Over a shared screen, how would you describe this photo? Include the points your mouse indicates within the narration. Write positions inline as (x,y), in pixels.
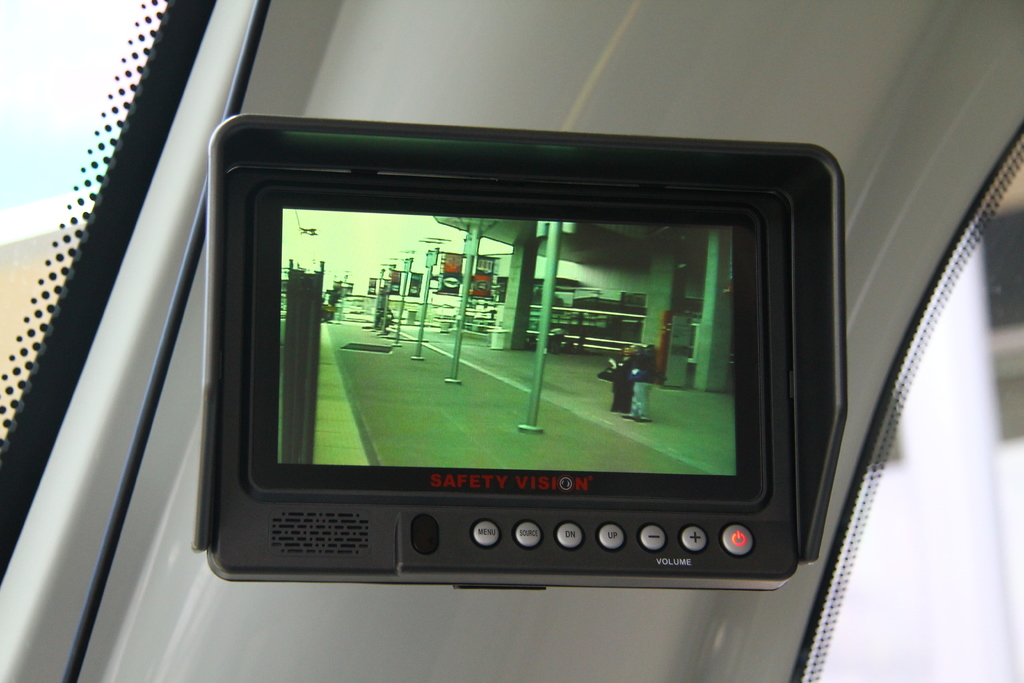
In this image, this looks like an electronic gadget (817,383) with a screen (464,254). I can see the display (428,390) of few people (617,383) standing. These are the poles (403,307). These look like the banners (412,286). I can see the pillars (654,290). These are the buttons (475,539) attached to the device (392,527). I think this device (253,231) is kept in the vehicle (888,348).
